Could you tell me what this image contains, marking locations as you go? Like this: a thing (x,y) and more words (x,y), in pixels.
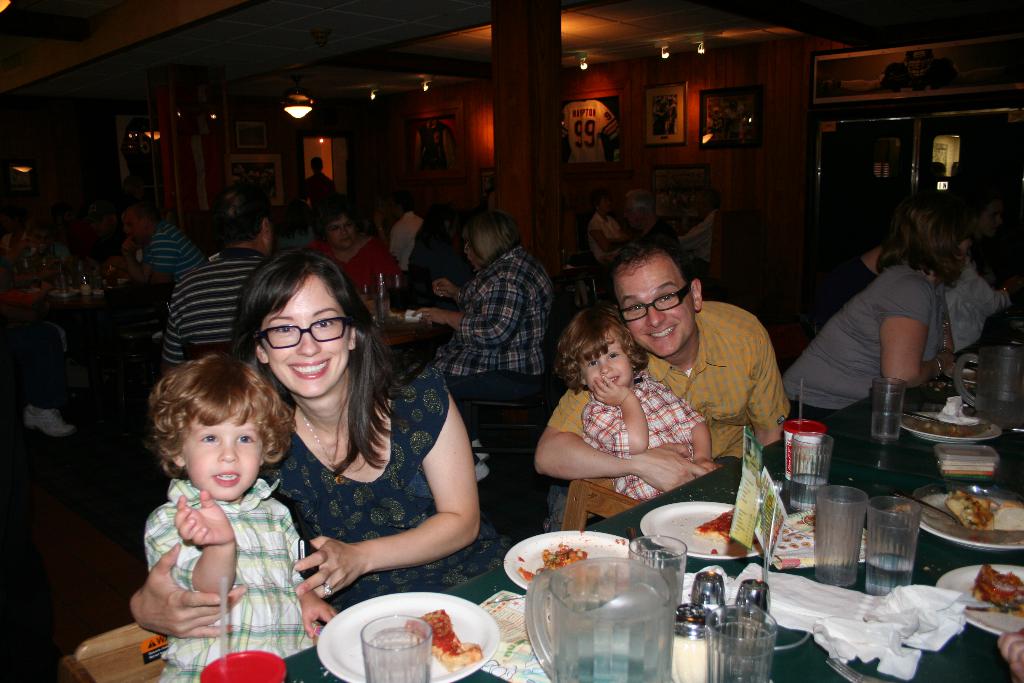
In this image I can see number of people (476,501) are sitting. Here I can see a woman (365,348) and a man (632,314) are wearing a specs (330,326) and I can see smile on few faces (662,344). On this table (910,458) I can see few glasses (735,643), plates (446,673), napkins (955,610) and a jar (622,601).
